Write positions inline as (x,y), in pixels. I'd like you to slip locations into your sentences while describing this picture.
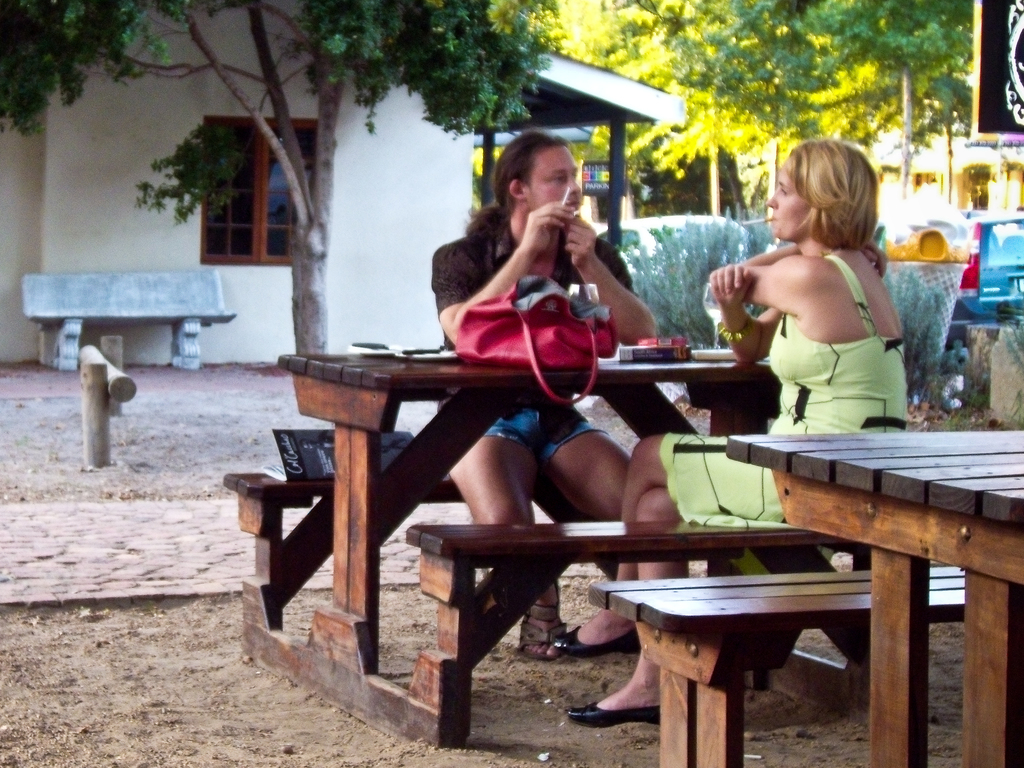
In the image there is a man (563,268) and woman (798,395) sat opposite to each other on a bench (621,548) and in the background (231,222) there is a home (354,216), in front of home (376,216) there is a tree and there are tree (812,107) on right side (835,88) top corner, on the floor (199,631) it's mud (171,448), gravel (210,429).
